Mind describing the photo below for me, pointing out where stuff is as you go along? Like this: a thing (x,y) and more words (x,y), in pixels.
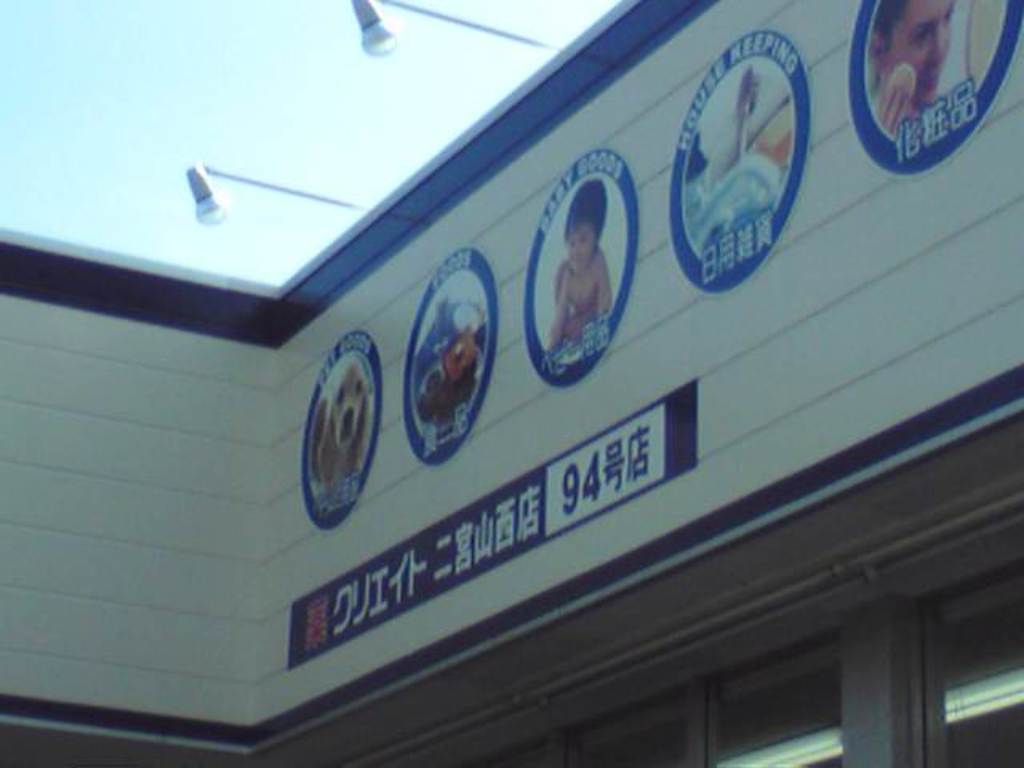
In this image we can see the top of the store (692,368). There are few advertising images (710,238) are stuck on the wall (672,240). There are few lamps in the image.
